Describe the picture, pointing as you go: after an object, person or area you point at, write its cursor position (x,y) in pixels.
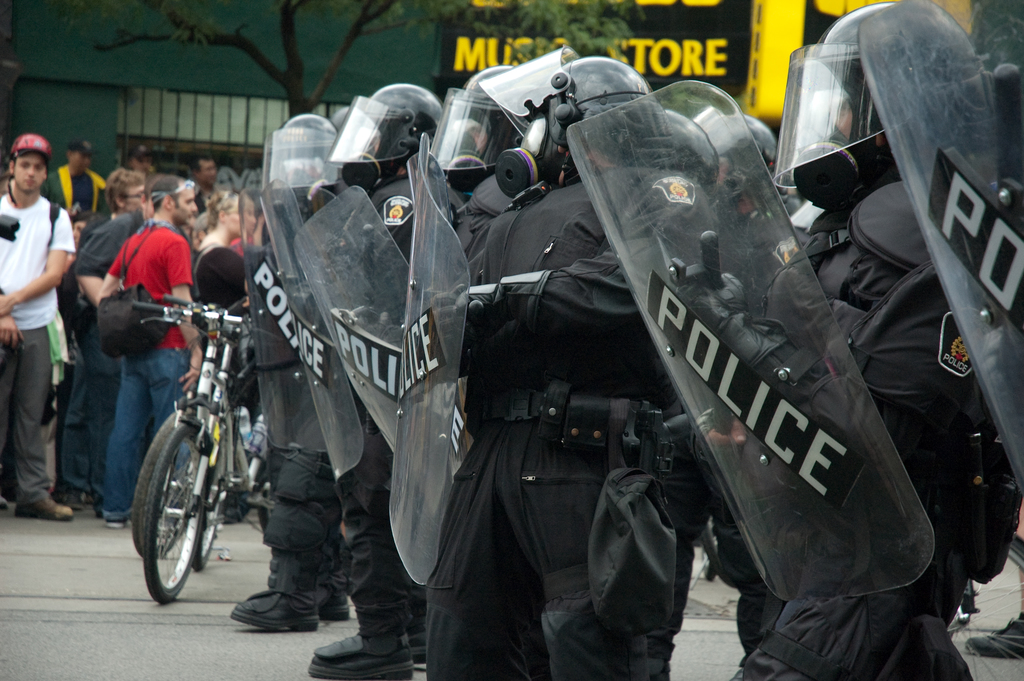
In the background (35,110) we can see a board (824,4), tree (594,2), wall (243,18) and grille (308,109). In this picture we can see the people (33,318) and bicycles (204,487). On the right side of the picture (939,527) we can see the policeman (298,117) and they are wearing helmets (868,91). They all are holding objects (645,286) in their hands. We can see there is something written on the objects (645,286).
